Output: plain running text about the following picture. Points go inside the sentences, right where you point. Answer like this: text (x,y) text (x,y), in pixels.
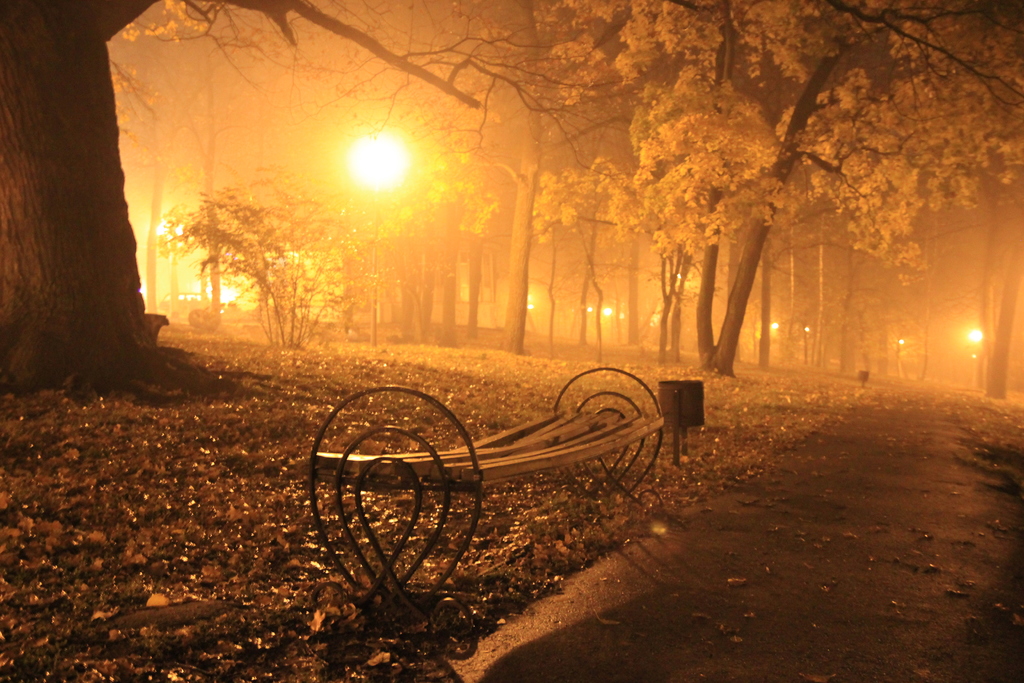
In the image in the center (484,443), we can see one bench (613,429) and one pole (685,392). In the background (40,223) we can see trees (520,213) and lights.
